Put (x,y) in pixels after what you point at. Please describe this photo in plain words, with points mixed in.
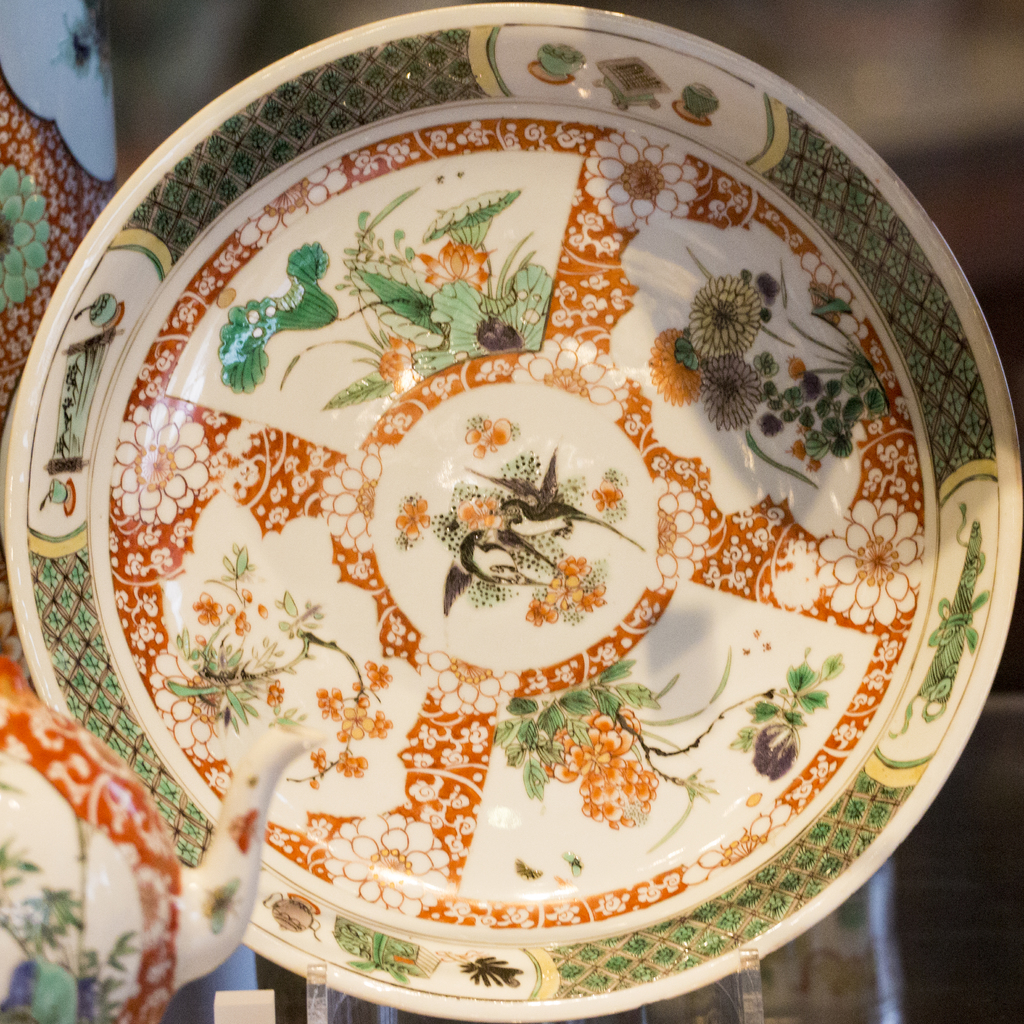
In this image, there is a plate (759,710) contains some colorful designs (587,200).
